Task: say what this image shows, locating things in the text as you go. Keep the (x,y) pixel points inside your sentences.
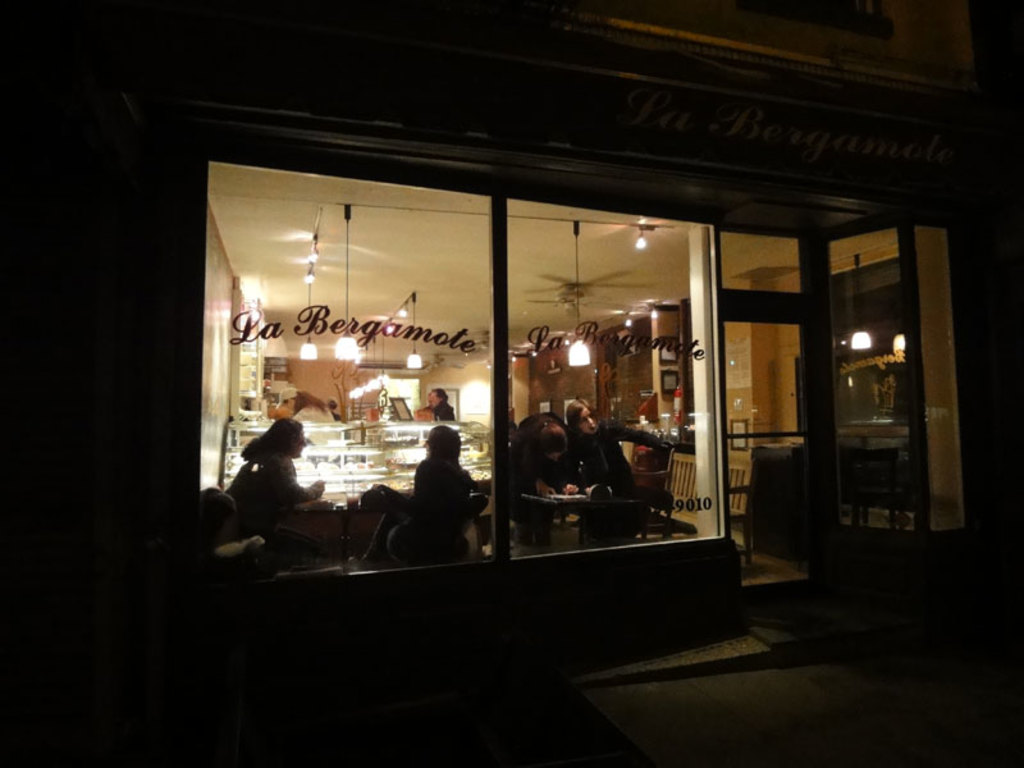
In the foreground of this image (560,393), there is a glass window (547,354) on which written as "La bergamote" on it. Behind glass (304,361), there are tables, persons (387,486) sitting on chairs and lights (344,351) to the ceiling (376,349).
